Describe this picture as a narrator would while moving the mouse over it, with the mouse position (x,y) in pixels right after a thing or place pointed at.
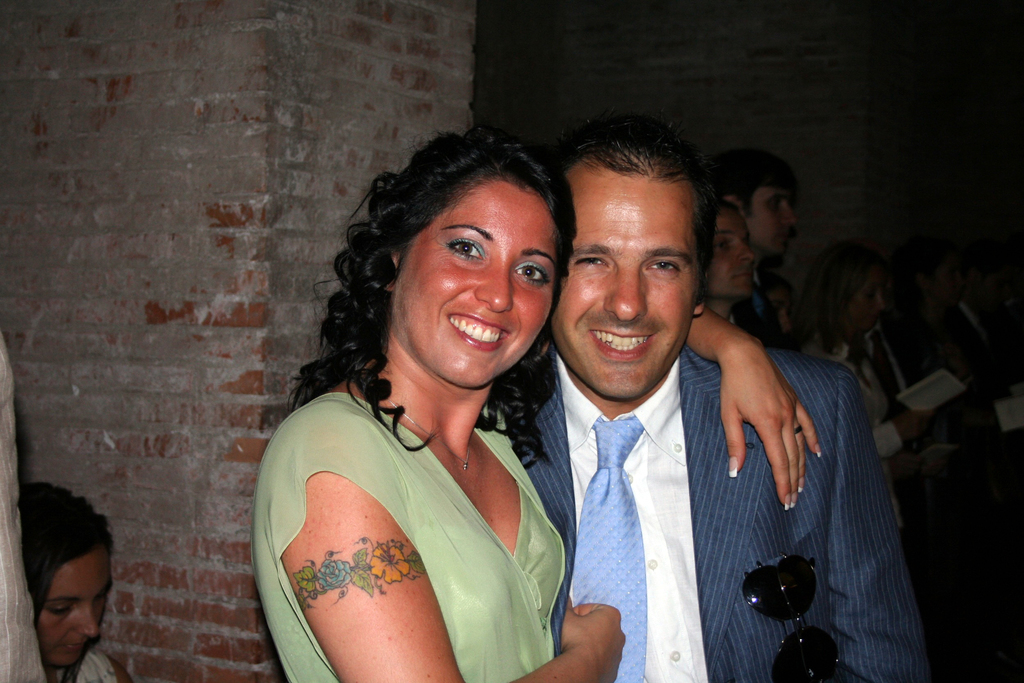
On the left side (68,579), there is a woman (46,628). Beside her, there is another woman (353,432) in green color T-shirt (501,601), smiling and placing a hand (749,342) on the shoulder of a person (610,358) who is in a suit (737,513). In the background (926,467), there are other persons (735,233) and a brick wall (303,123).
